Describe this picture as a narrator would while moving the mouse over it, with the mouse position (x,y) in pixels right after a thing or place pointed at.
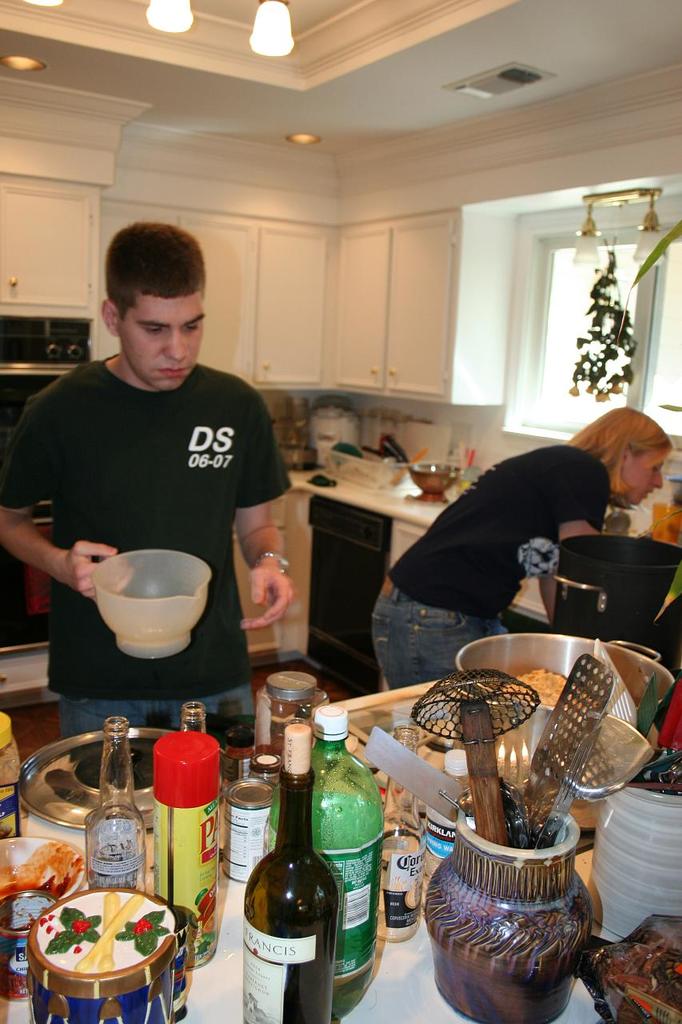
In this image I see a man (190,335) and woman (631,452) who are standing and this man (110,498) is holding a bowl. On the counter top (589,1007) I see bottles (176,977), bowl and many other things (643,627). In the background (518,423) I see the cabinets (447,344), window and lights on the ceiling (393,21).
